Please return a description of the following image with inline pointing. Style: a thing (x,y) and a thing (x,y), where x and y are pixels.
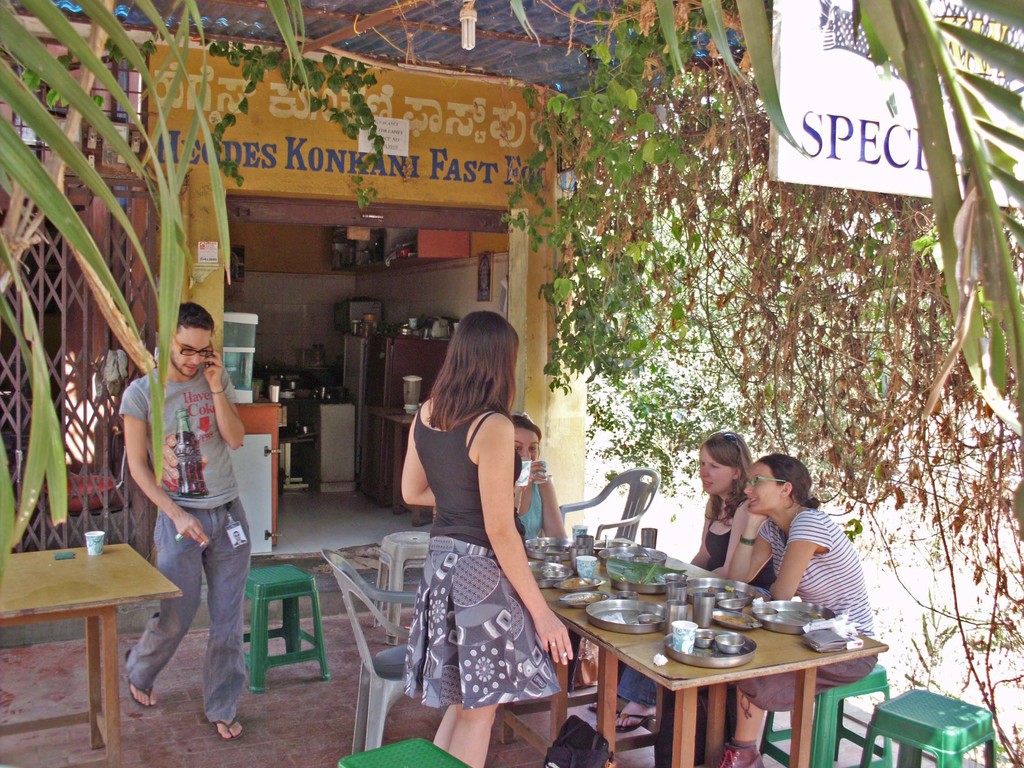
Bottom right side of the image (778,553) few people (769,477) are sitting on chairs (638,486). Surrounding the table (806,646) on the table (800,666) there are few plates (551,577) and glasses (579,538). In the middle of the two persons (214,377) are standing and he is holding a mobile phone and cigarette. Bottom left side of the image (105,556) there is a table (118,563) on the table (83,565) there is a cup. Top right side of the image (692,242) there are few trees (774,69). In the middle of the image (409,288) there is a store (217,325). Top of the image (413,22) there is a roof (374,33) and light (473,35). Top left side of the image (42,239) there is a gate (37,288).
